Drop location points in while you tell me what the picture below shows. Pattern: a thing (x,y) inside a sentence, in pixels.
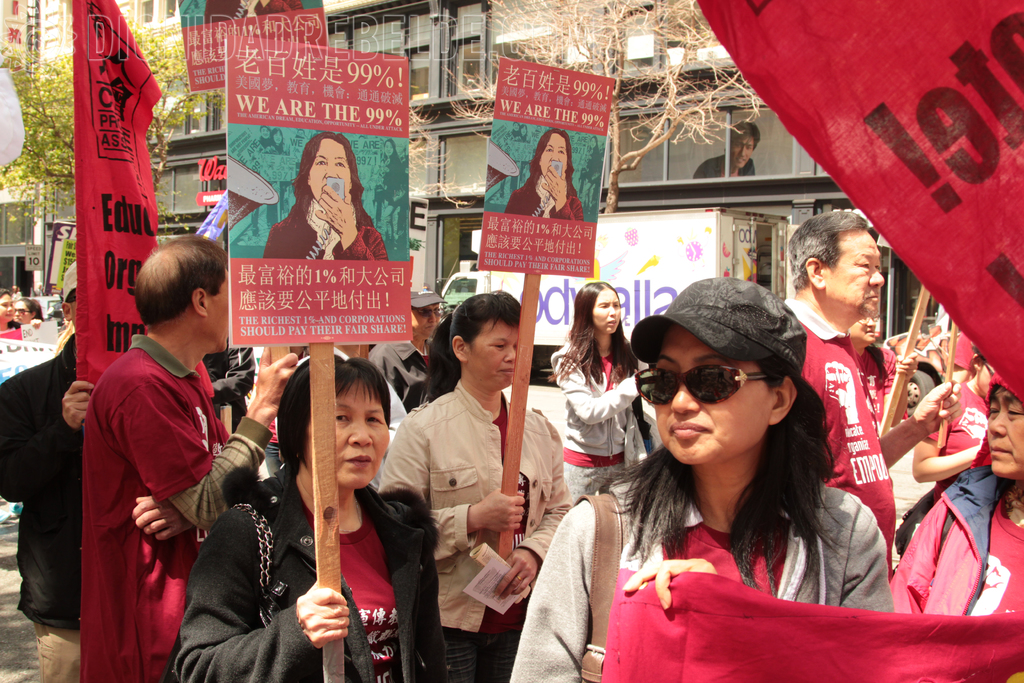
In the image there is a crowd (436,366) standing on the road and they are holding some flags (87,284) and boards (371,128) in their hand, it looks like they are protesting against something, in the background (607,232) there is a vehicle (638,242) and behind the vehicle (619,238) there is a building (462,196), on the left side (30,101) there is a tree (162,97).
